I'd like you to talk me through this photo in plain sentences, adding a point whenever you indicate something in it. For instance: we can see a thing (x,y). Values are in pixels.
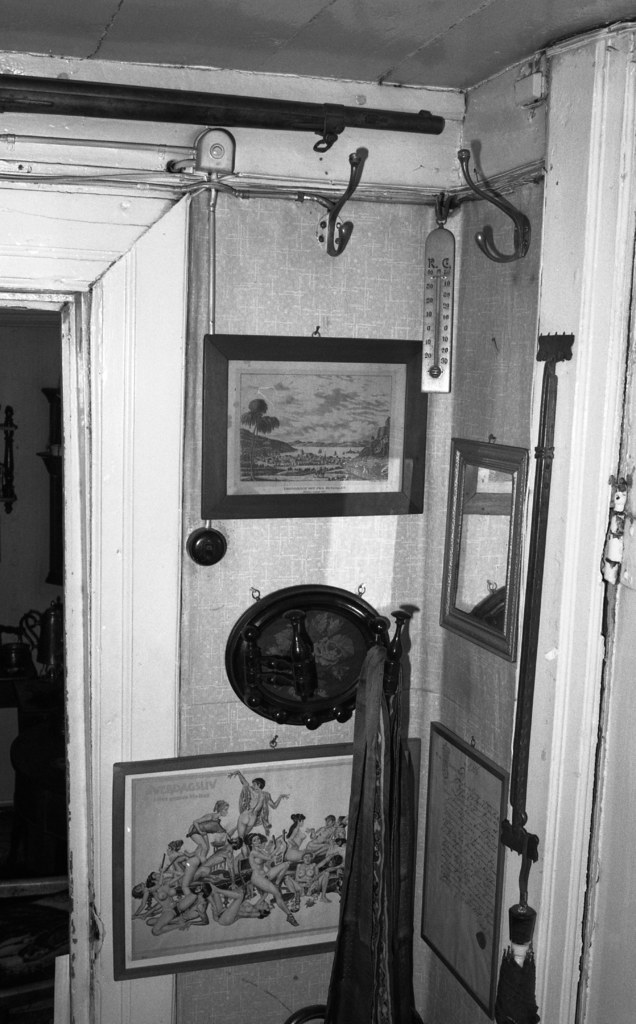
This picture describes about inside of the room (161,748), in this we can find few paintings (216,892) and other things (524,507) on the wall (427,632), and also we can see few metal rods (127,113).
